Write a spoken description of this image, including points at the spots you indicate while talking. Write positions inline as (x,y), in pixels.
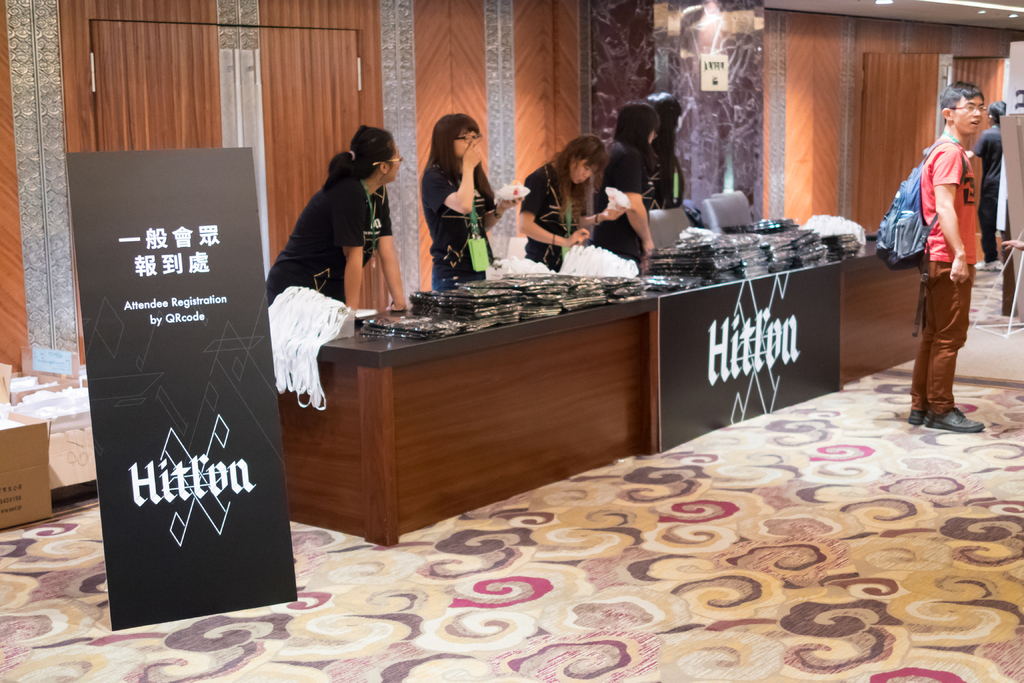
There is a group of people (643,157). They are standing. They are wearing id card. There is a table (449,463). There is a files (472,294) on a table (443,447). On the right side of the person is wearing a bag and spectacle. On the left side of the persons (328,190) are wearing a spectacle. We can see in background (377,123) wall (380,119) and poster (198,405).
